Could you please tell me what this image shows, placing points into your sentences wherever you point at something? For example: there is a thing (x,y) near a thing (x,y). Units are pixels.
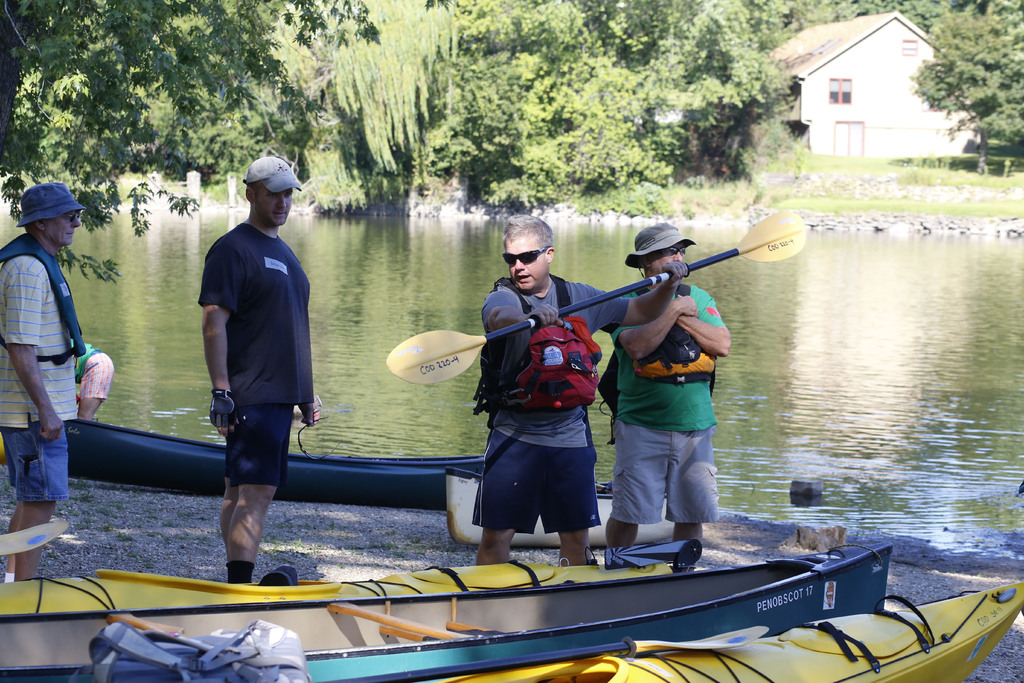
There are people (266,359) standing and this man (491,324) holding a paddle (620,292) and carrying a bag (485,357). We can see boats (314,501) and water (838,447). In the background (990,169) we can see house (921,118), trees (1021,94) and grass (828,169).
